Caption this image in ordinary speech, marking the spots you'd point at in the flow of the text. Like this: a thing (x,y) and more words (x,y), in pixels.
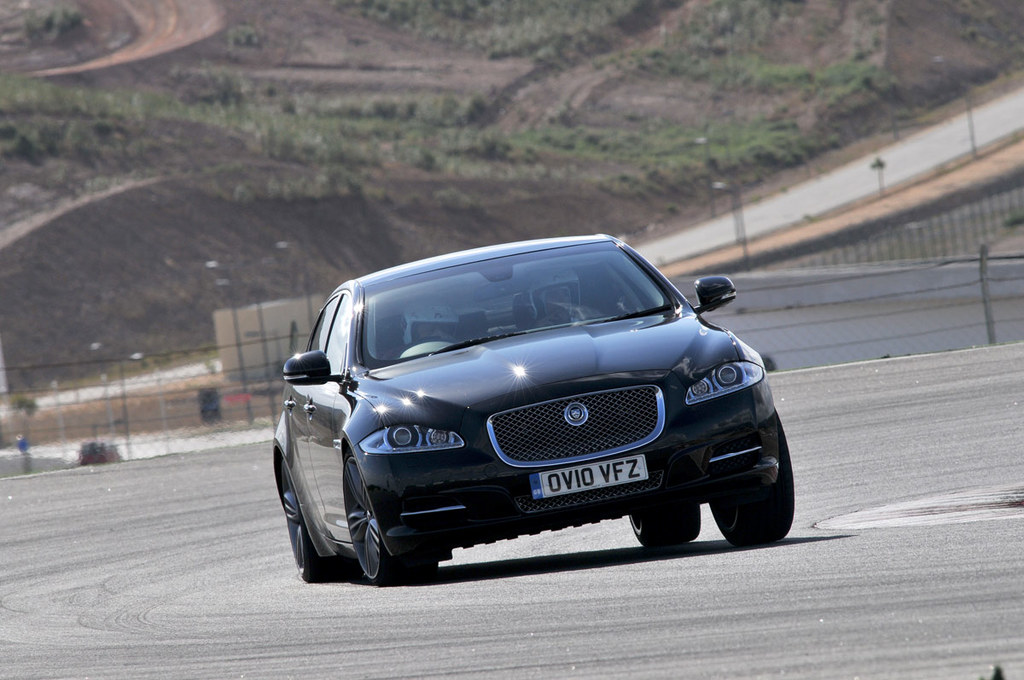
This image is taken outdoors. At the bottom of the image (466,571) there is a road (162,528). In the background (338,213) there are few plants (331,141) on the ground (195,37). There is a mesh (176,400) and there is a railing (923,245). In the middle of the image (562,357) a car (549,364) is moving on the road (676,573). The car (385,441) is black in color.
